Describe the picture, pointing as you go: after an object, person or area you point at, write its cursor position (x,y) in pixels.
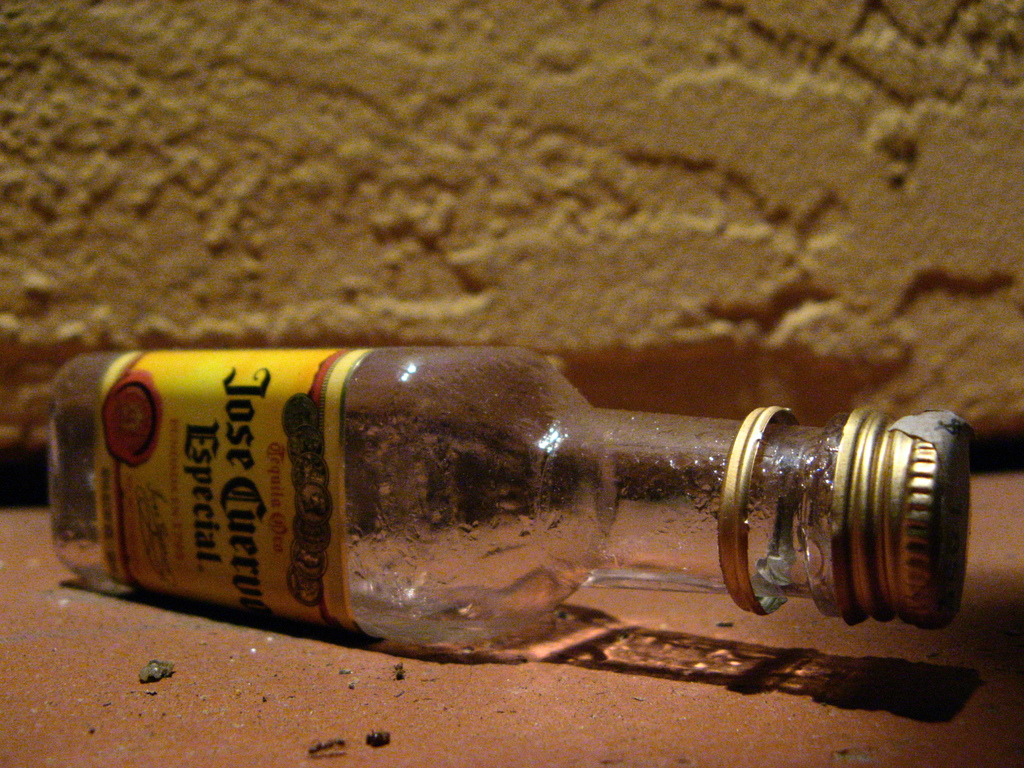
In this image, there is a bottle (488,515). it has a label (231,522) and contains some text (252,448). There is a wall (509,184) behind this bottle (422,386).
